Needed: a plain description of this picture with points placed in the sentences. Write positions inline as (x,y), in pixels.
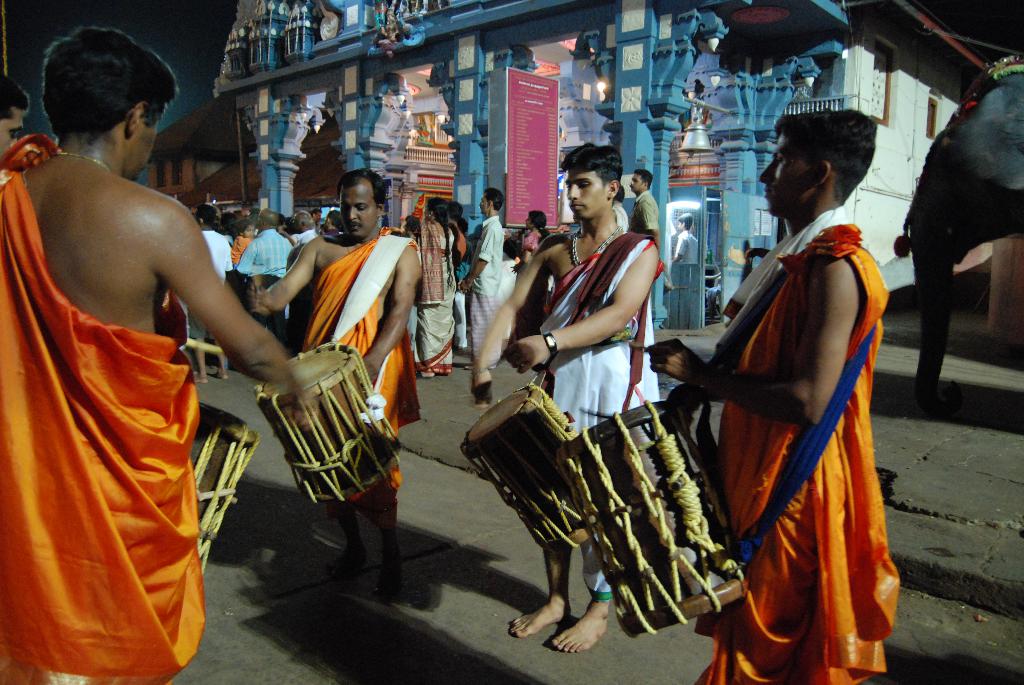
In this picture group of people (298,268) standing. These persons (637,380) holding Drum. This is road (436,517). On the background (495,80) we can see temple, banner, sky (166,32), house (209,125).
